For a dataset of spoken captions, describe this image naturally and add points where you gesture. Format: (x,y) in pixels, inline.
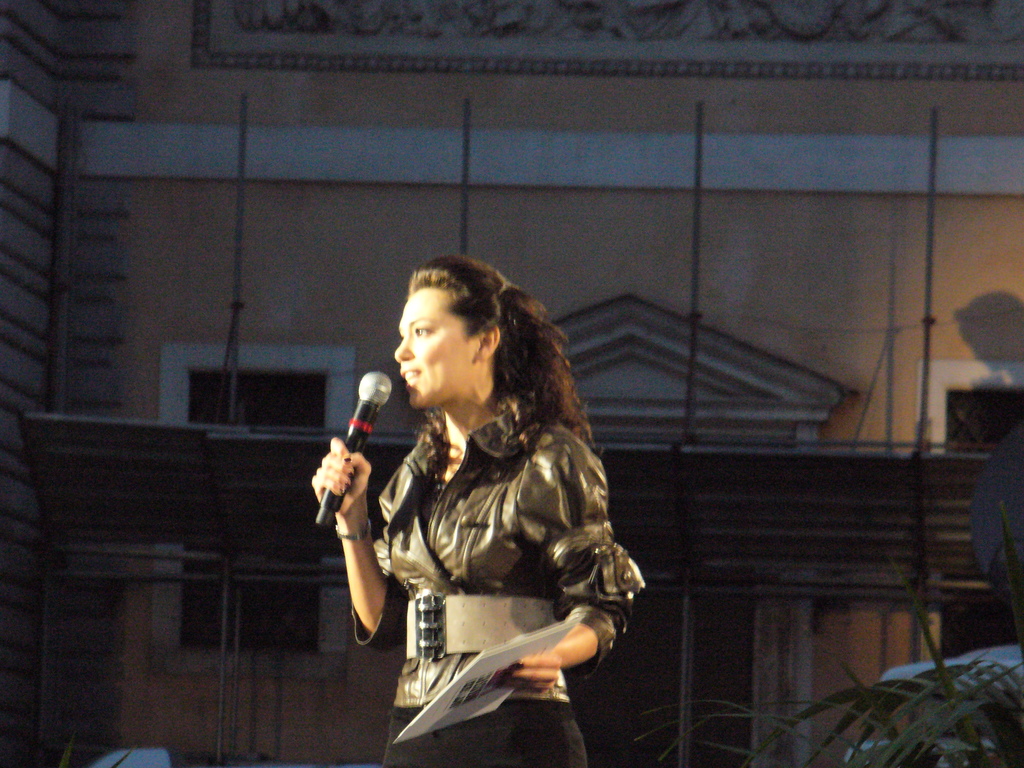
In this image I can see a woman (486,450) is standing in the front (502,445). I can see she is holding a mic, a white colour paper (499,678) and on it I can see something is written. On the right side of the image (947,721) I can see a plant (966,684) and in the background (870,260) I can see a building (855,240), four poles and few other things (1002,387).
